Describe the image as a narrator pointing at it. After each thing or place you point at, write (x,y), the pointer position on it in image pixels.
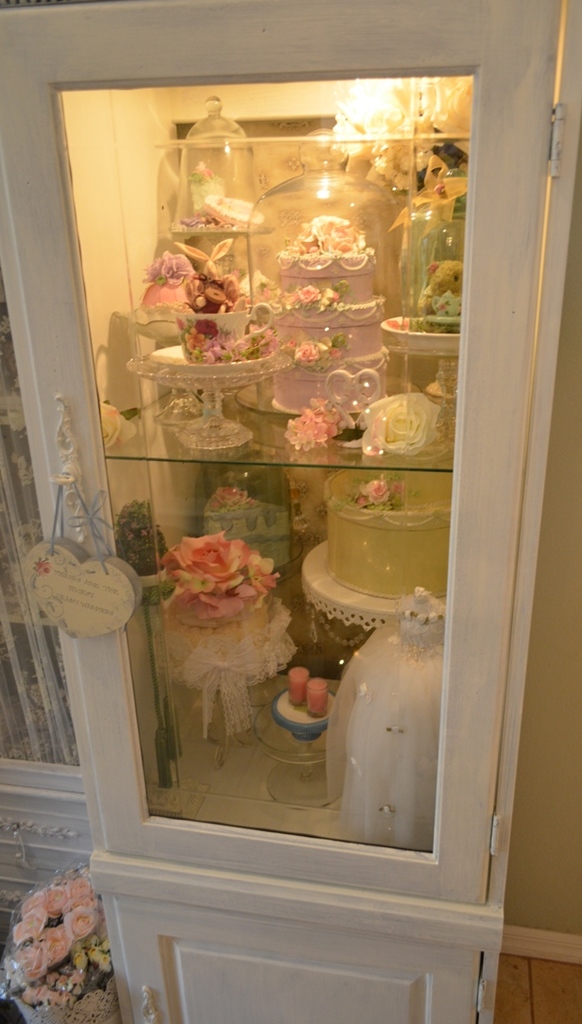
In the center of the image (323,459) there is a shelf (35,103). In which there are many objects (340,440).
